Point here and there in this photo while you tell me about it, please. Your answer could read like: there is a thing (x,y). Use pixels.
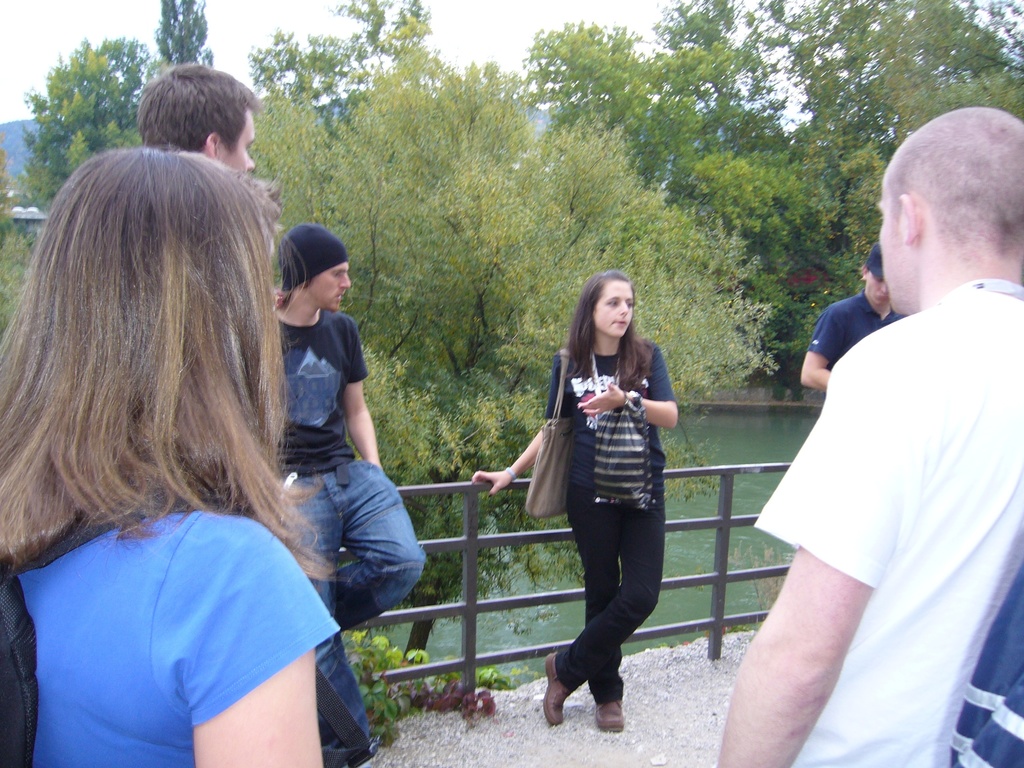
As we can see in the image there are lot of trees (364,297) and below there is a river (728,434) and there is a path (681,708) in between where people (157,491) are standing on it and leaning to the fencing (520,542).
